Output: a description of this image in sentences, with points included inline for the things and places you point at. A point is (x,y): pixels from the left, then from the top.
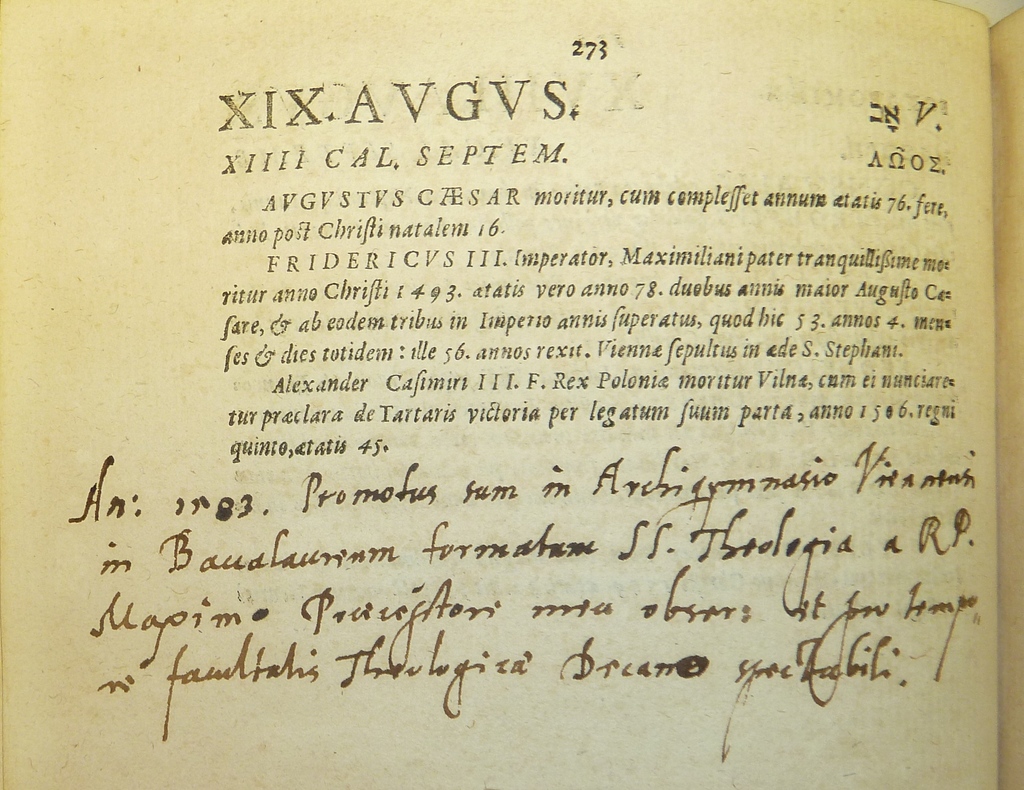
It is a page (687,119) from a book (954,345) and it looks like some article (492,358).
